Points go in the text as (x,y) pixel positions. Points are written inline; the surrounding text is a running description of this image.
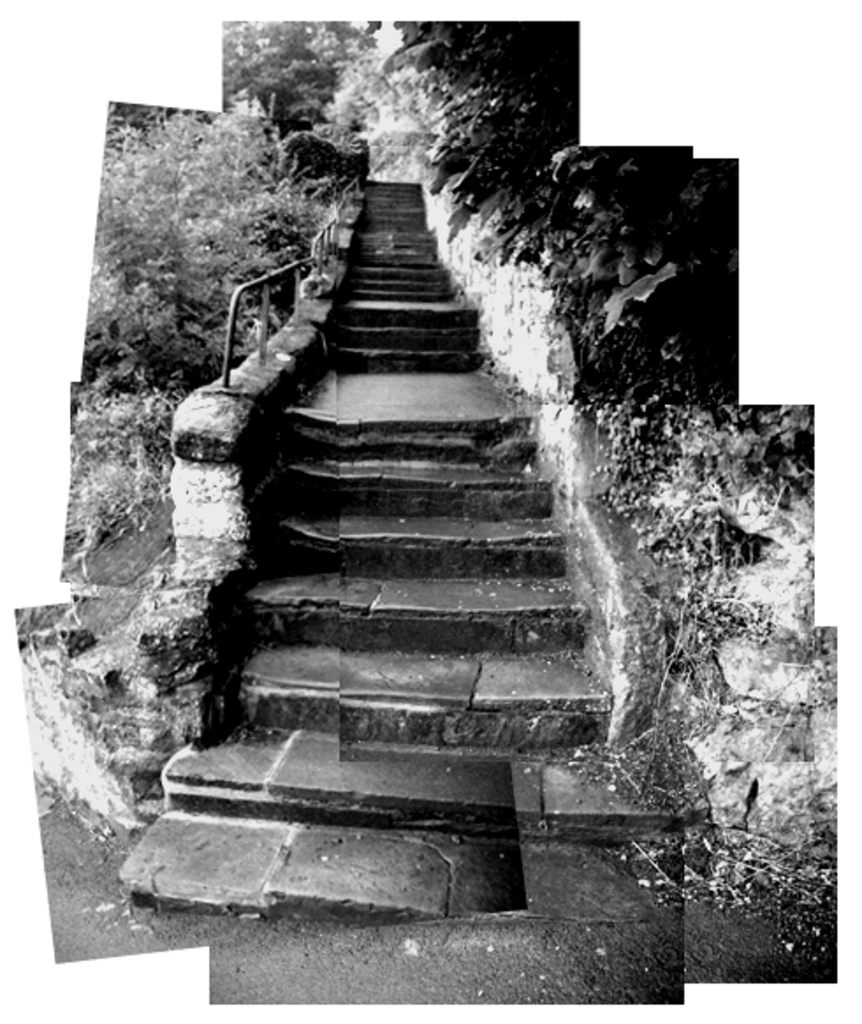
In this image I can see the black and white picture in which I can see few stairs (406,556), the metal railing (241,294) and few trees (206,201) on both sides of the stairs (392,501).
